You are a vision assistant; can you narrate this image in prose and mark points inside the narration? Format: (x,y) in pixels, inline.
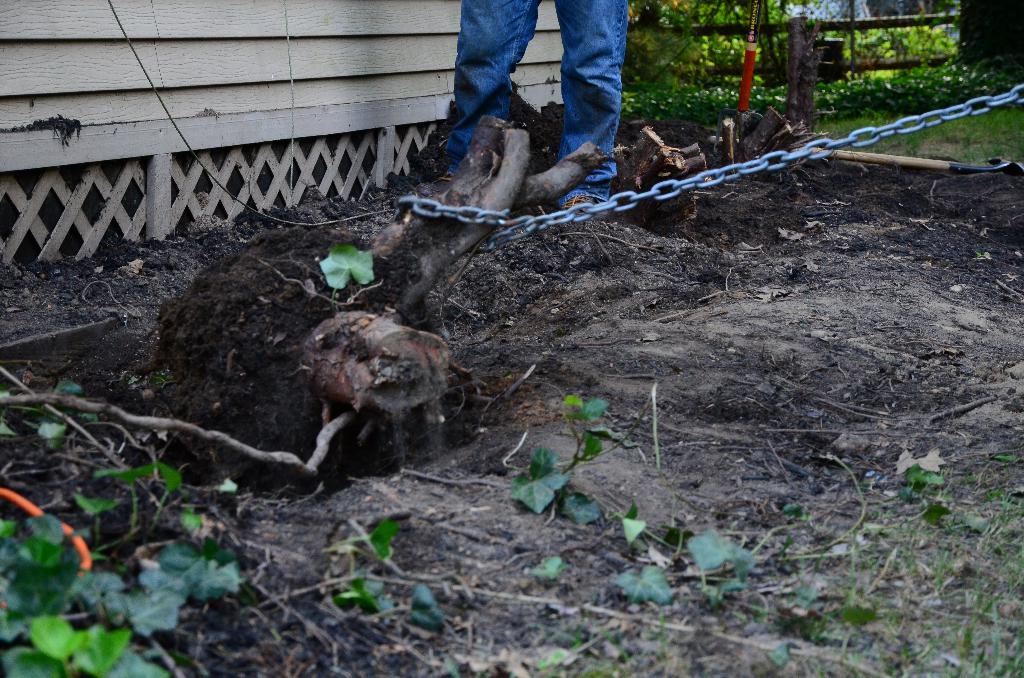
In this picture I can see there is a person (459,160) standing here and there is a chain (510,233) tied to the roots (552,170) of a tree (468,252) There is black soil (484,317) on the floor (484,317) and there are few small plants (643,521) and on to left (274,124) there is a wall (260,88). There are few other plants (882,48) and grass (1002,109) on the right side (961,143).
